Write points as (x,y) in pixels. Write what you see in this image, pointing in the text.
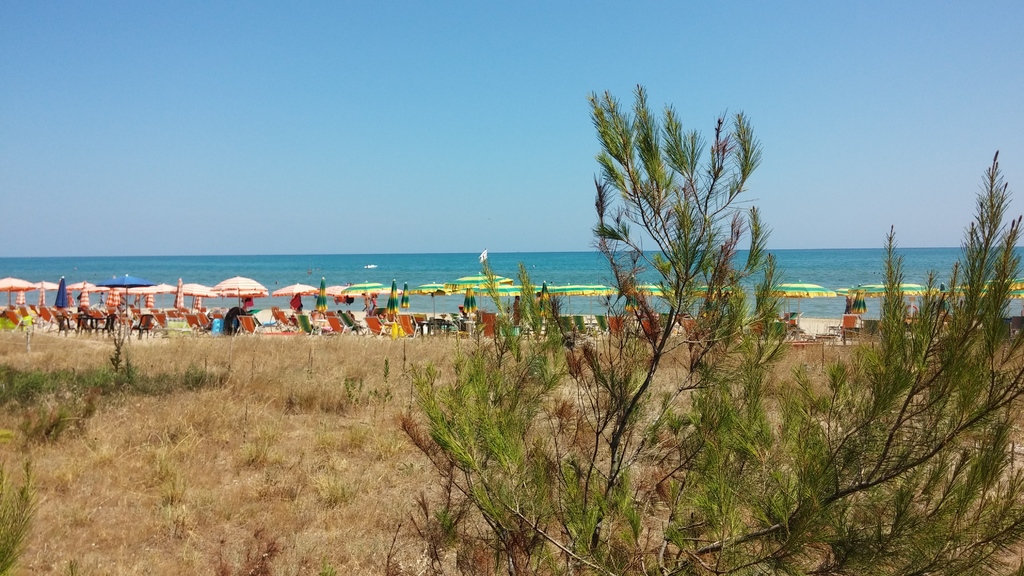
This image is taken at the seashore (360,318). In this image there are few tables (434,326) arranged beneath the umbrellas (325,291). In the foreground of the image (230,465) there is a grass (233,466) and trees (698,446). In the background (288,273) there is a sea (203,266) and a sky (293,228).
